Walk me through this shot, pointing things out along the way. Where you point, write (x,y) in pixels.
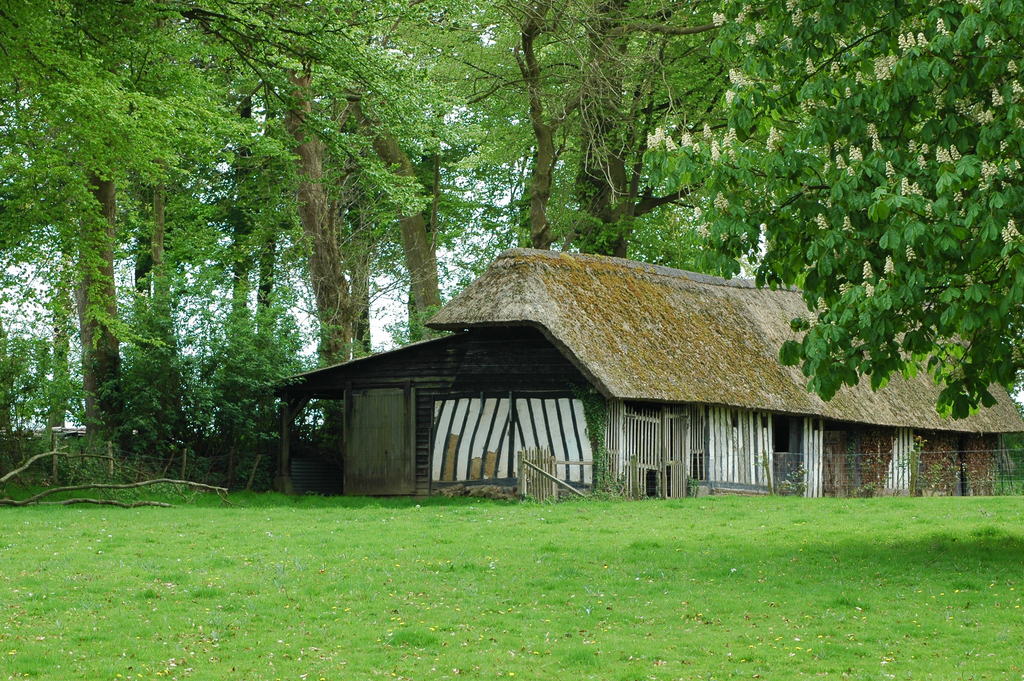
In the foreground of the picture (489,542) there are dry leaves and grass (427,544). In the middle of the picture (495,352) there are trees (176,327), plants (165,347) and thatched hut (602,391). In the background (33,307) there is sky (21,314).
